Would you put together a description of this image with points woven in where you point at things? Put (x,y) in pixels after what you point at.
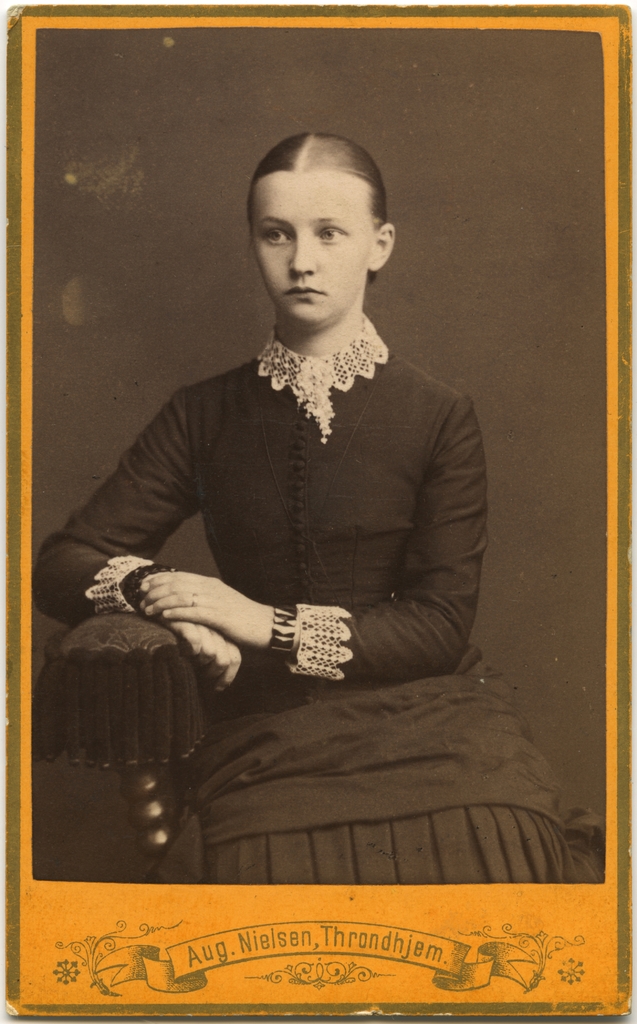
This picture is an edited picture. In this image there is a woman (349,376) sitting. At the bottom of the image (413,955) there is a text (371,937).
